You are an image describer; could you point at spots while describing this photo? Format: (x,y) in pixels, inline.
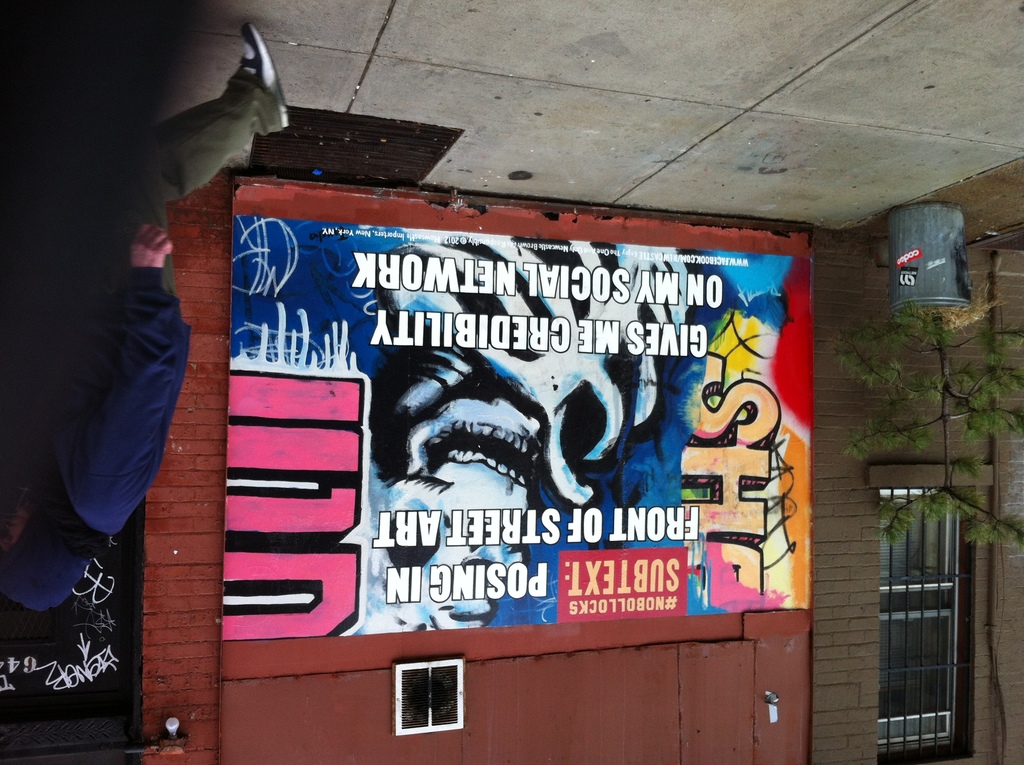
This is a reverse image. A person (95,501) is standing at the left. There is a building (806,641) and a trash bin (940,285) at the back (956,240).
